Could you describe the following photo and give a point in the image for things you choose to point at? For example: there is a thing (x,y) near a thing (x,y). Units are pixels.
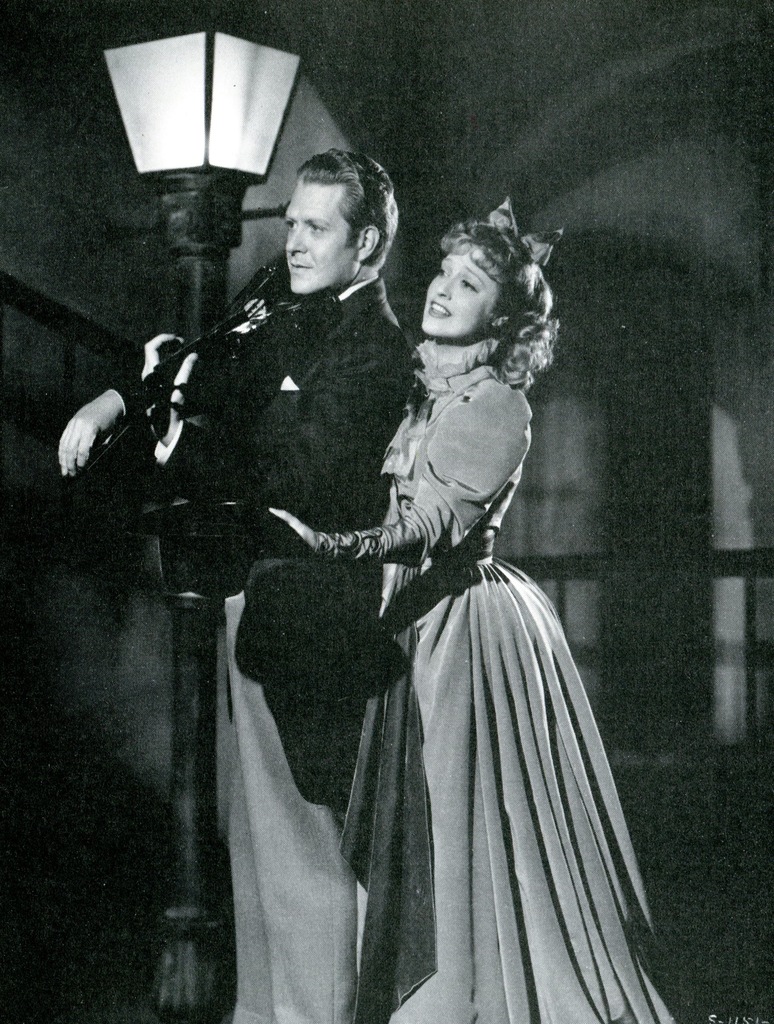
In the center of this picture (303,424) we can see a person (315,376) standing, holding some objects (259,309) and we can see another person (522,394) wearing a gown (510,699), holding some object (171,554) and standing. On the left (246,60) we can see a lamp post (211,99). In the background (699,507) we can see some other objects (608,207).
